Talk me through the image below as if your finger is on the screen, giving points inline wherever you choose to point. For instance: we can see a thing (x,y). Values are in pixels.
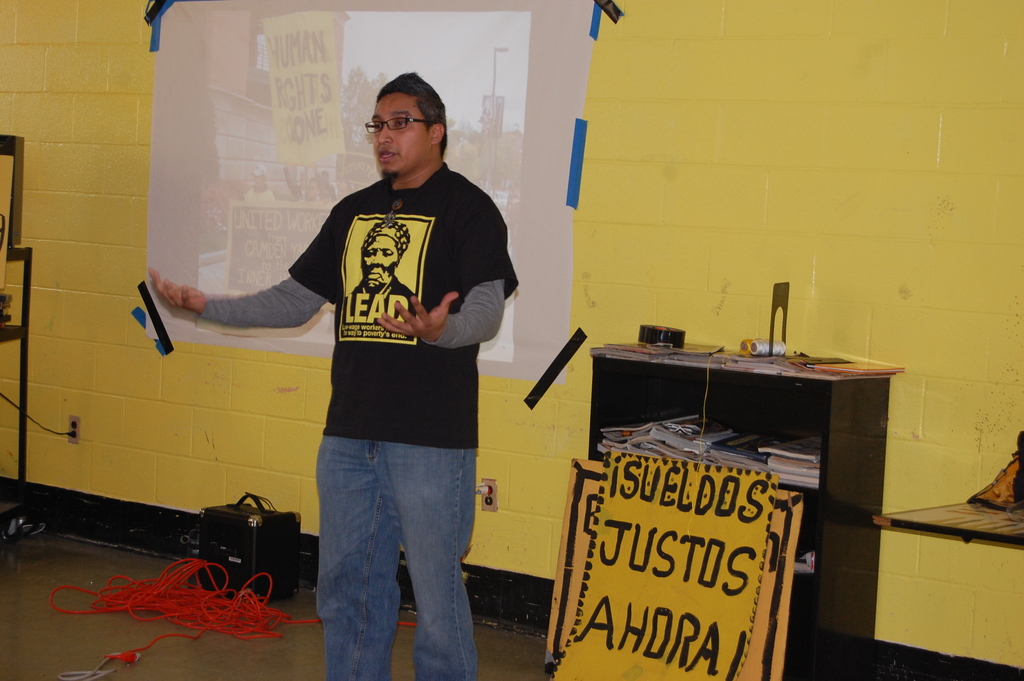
In this image I can see the person (355,359) standing and wearing the black and blue color dress (408,394). To the side there is a cupboard (601,403) and I can see the books (637,439) in it. I can also see the boards (636,566) in-front of the cupboard (640,395). To the left (230,550) I can see the wires (214,607) and the black color box (215,542). In the back (345,160) I can see the screen (472,102) to the yellow color wall (746,132).
